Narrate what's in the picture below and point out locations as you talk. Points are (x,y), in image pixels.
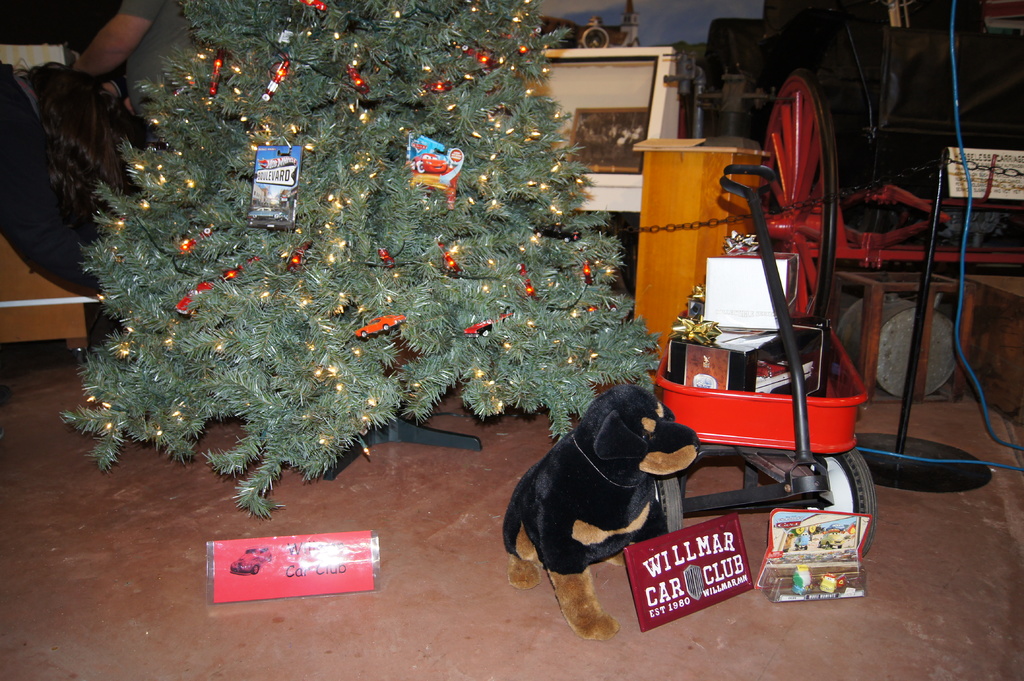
In this image we can see a dog toy (598,530), name boards (677,611), trolley (736,192) in which few things (778,365) kept, Xmas tree (394,269), wheel (775,134), pole (911,354), chain (671,231), wooden board (659,247), a person (164,30) standing here and a few more things (969,64) in the background (736,116).
